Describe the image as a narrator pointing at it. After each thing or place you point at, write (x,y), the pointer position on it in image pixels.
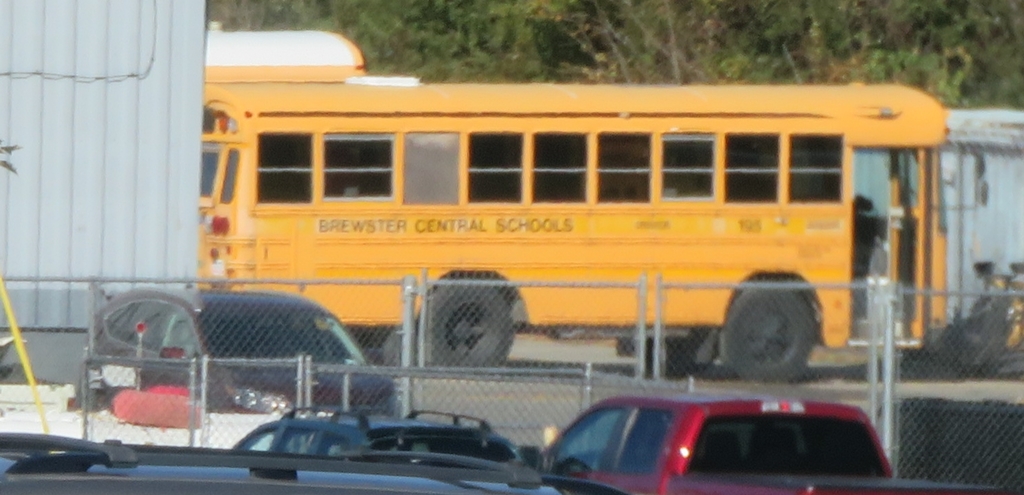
In this picture I can see few cars (334,359) and the fencing (455,368) in front (254,334). In the middle of this picture (349,222) I can see a school bus (389,155). In the background (455,52) I can see the trees (706,66).
